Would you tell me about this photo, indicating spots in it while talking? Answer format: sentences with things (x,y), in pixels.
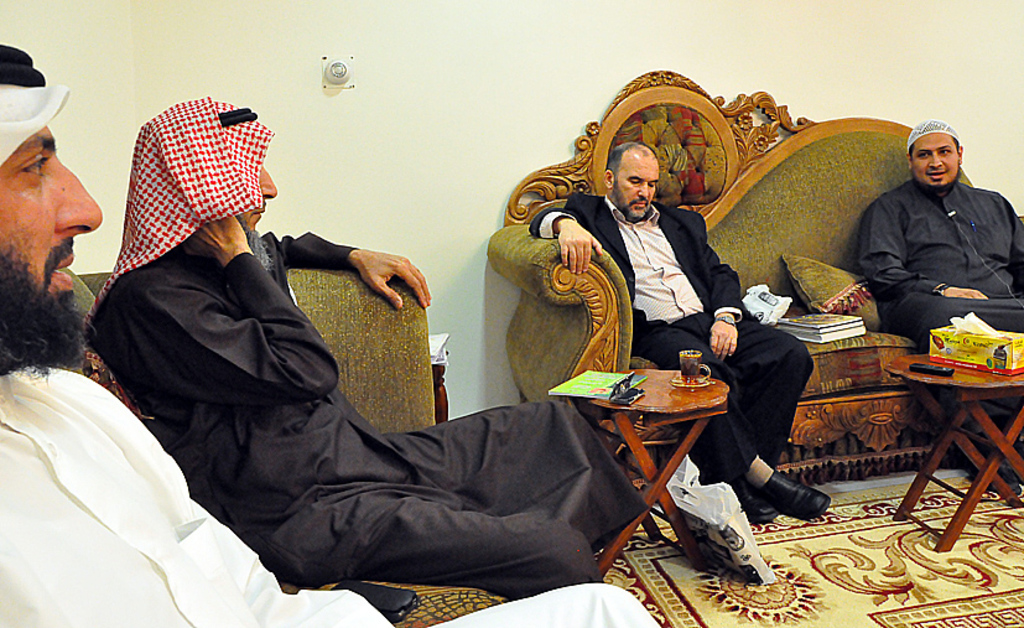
In the picture we can see a two people (262,492) are sitting on the sofa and two other men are sitting in another sofa (583,274), one man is in a blazer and one man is in a black dress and cap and in the middle of them, we can see some books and a pillow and behind the sofa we can see a wall (291,57) and near them we can see two tables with glasses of drink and some boxes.
